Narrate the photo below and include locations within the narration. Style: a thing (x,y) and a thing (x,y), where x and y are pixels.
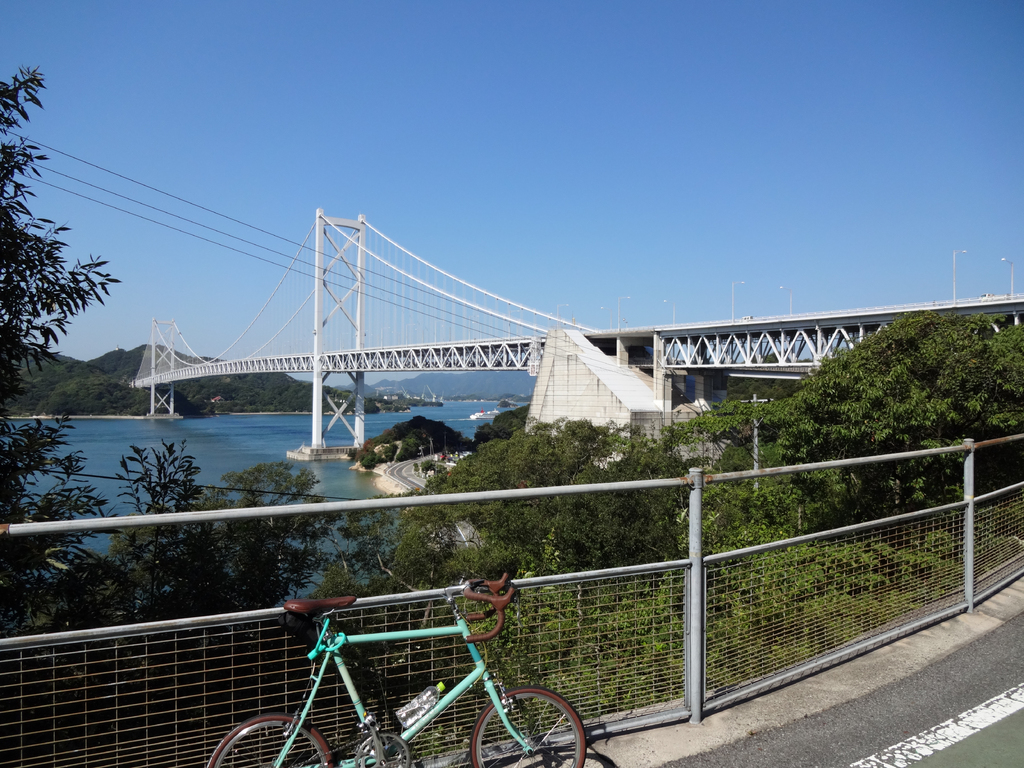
In this image, we can see a bicycle (464,680) on the road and in the background (390,584), there are trees (670,428), a bridge (634,383) and we can see a fence (751,588), hills (150,392) and there is water (237,448). At the top (508,188), there is sky (508,188).
